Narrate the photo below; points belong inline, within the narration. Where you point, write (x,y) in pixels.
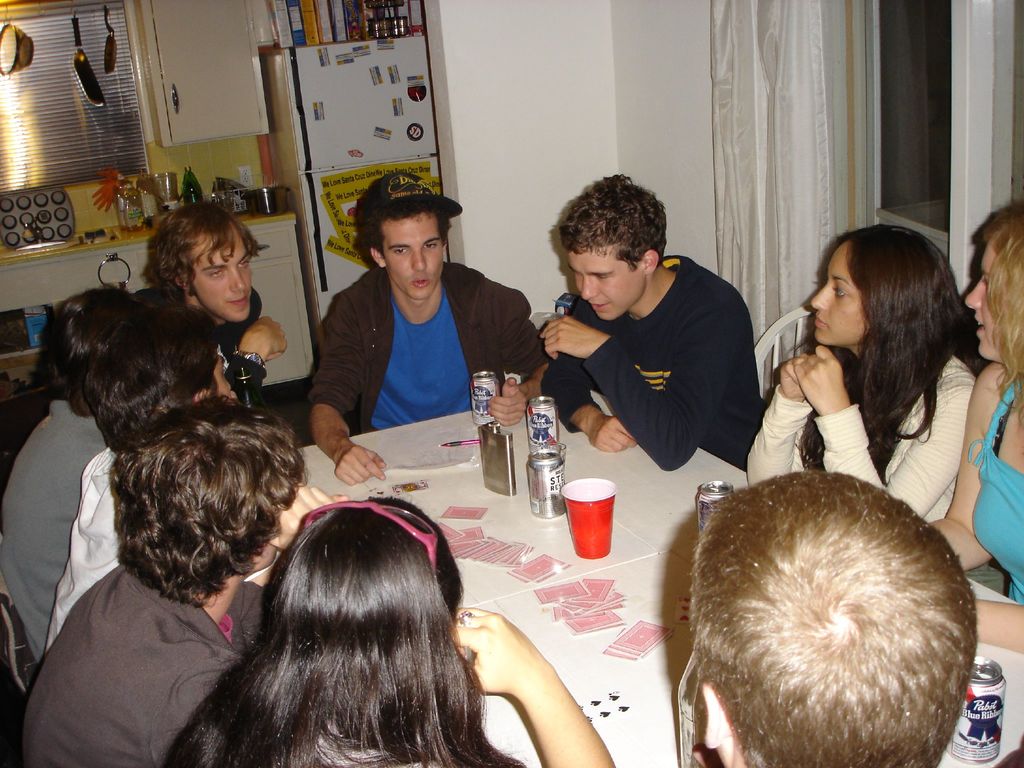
Here we can see a group of people (216,322) are sitting on the chair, and in front (651,506) here is the table (650,531) and glasses (599,492), cards (483,557) and tins (536,418) and some other objects (461,452) on it, and here is the wall (528,151), and here is the curtain (761,120), and here are the books (336,20).
